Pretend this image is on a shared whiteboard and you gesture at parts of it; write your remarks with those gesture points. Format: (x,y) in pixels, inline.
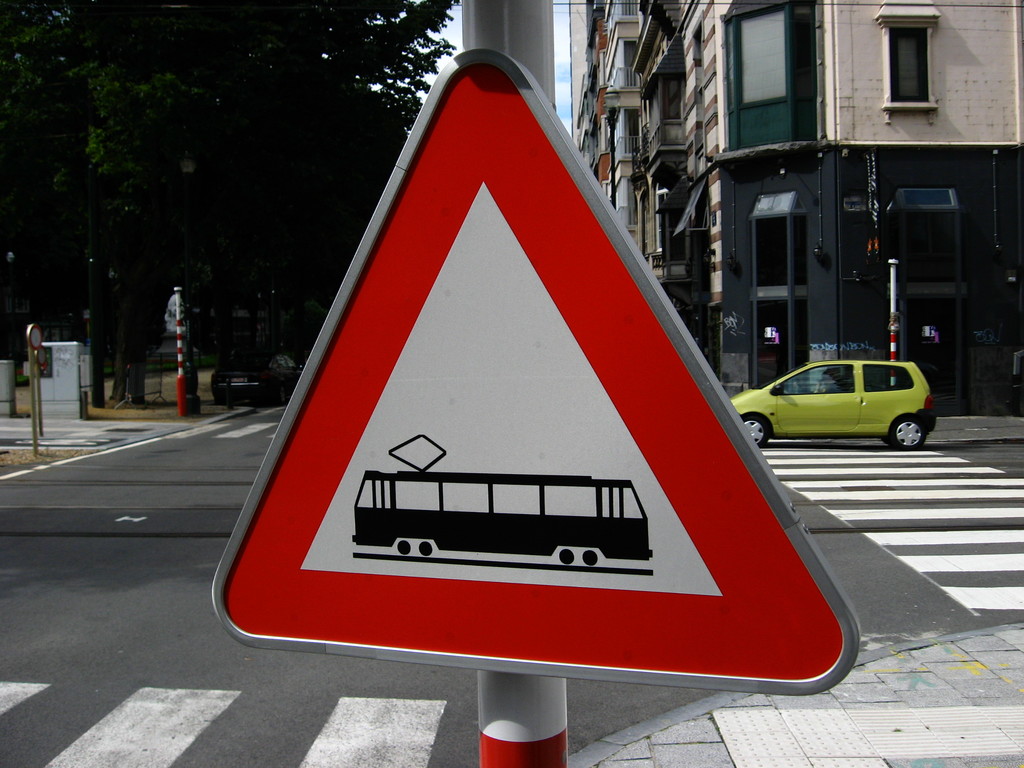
In this image we can see boards (529,446), poles (497,760), road (925,562), vehicles (892,437), trees (313,5), and buildings (833,197).
